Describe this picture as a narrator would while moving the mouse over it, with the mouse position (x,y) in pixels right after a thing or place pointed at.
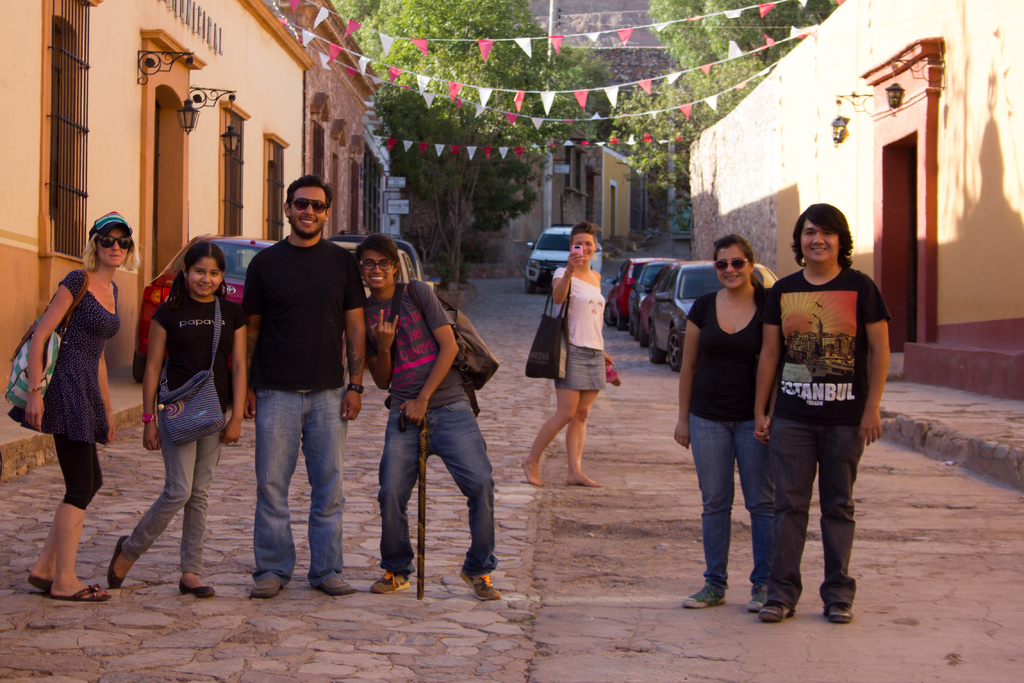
In this picture we can see group of people (454,324), few people (446,368) wore spectacles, in the middle of the image (594,290) we can find a woman (592,302), she is holding a mobile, in the background (626,260) we can see few cars (256,252), buildings (614,225), trees (387,100), lights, pole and flags (562,36).
